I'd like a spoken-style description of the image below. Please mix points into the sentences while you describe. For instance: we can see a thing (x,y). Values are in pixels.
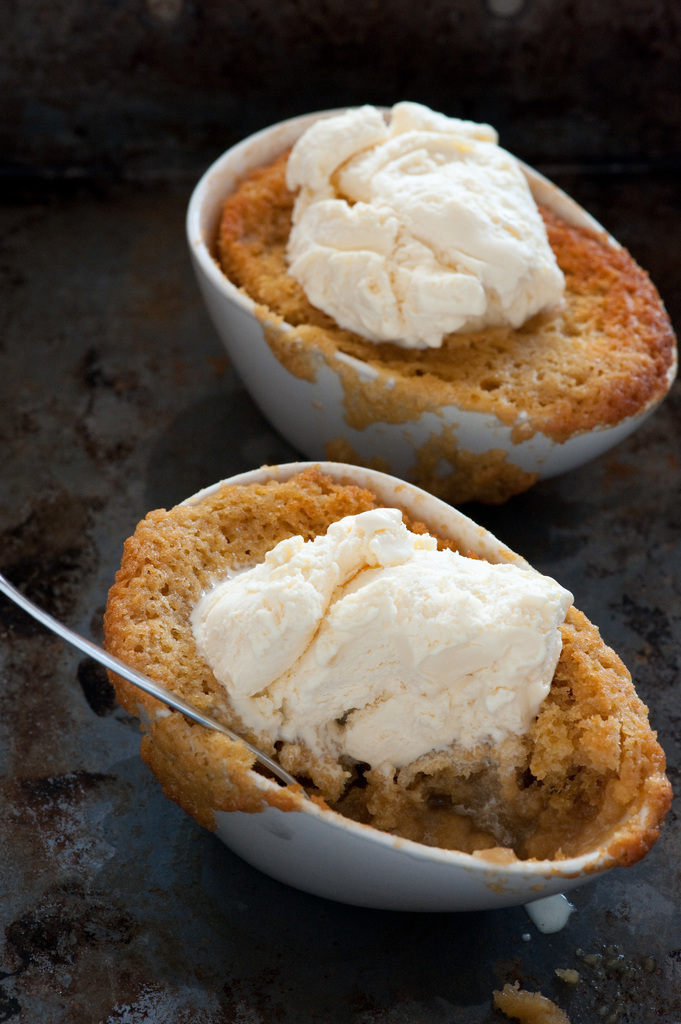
In this picture we can see food (391,677) and a spoon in bowls (370,634) and this bowls (251,476) are on a platform (99,393).
